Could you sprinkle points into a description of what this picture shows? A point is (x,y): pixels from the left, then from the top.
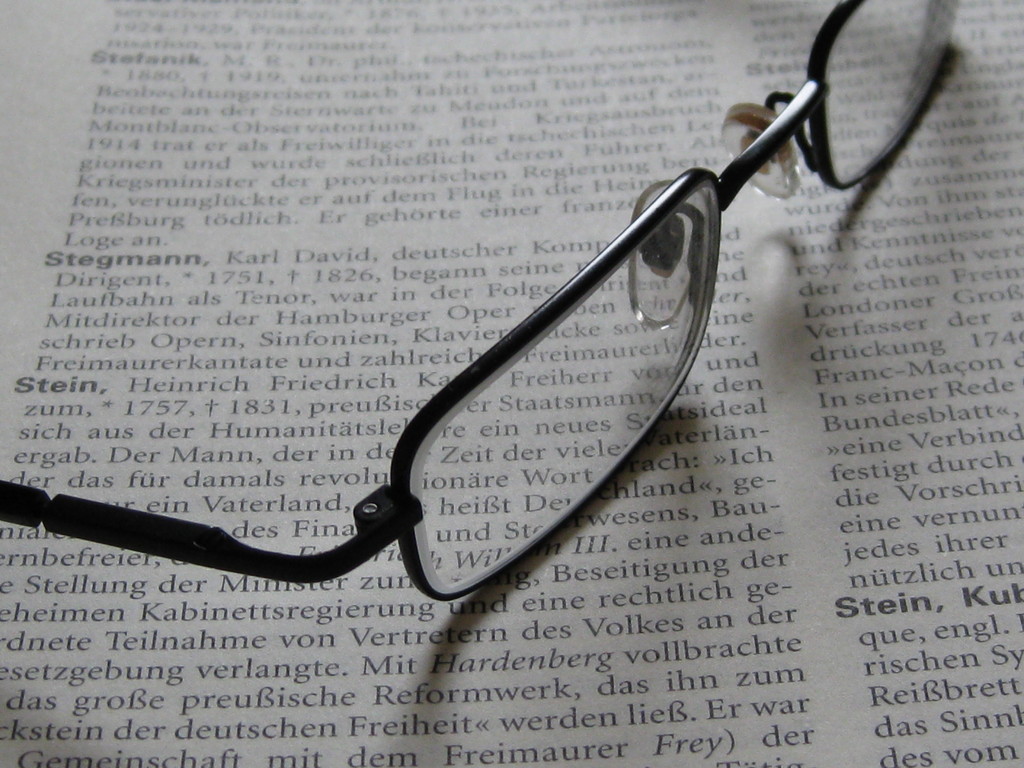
In this picture we can see the spectacles (614,355) on the paper (674,435) and on the paper (773,353) it is written something.
